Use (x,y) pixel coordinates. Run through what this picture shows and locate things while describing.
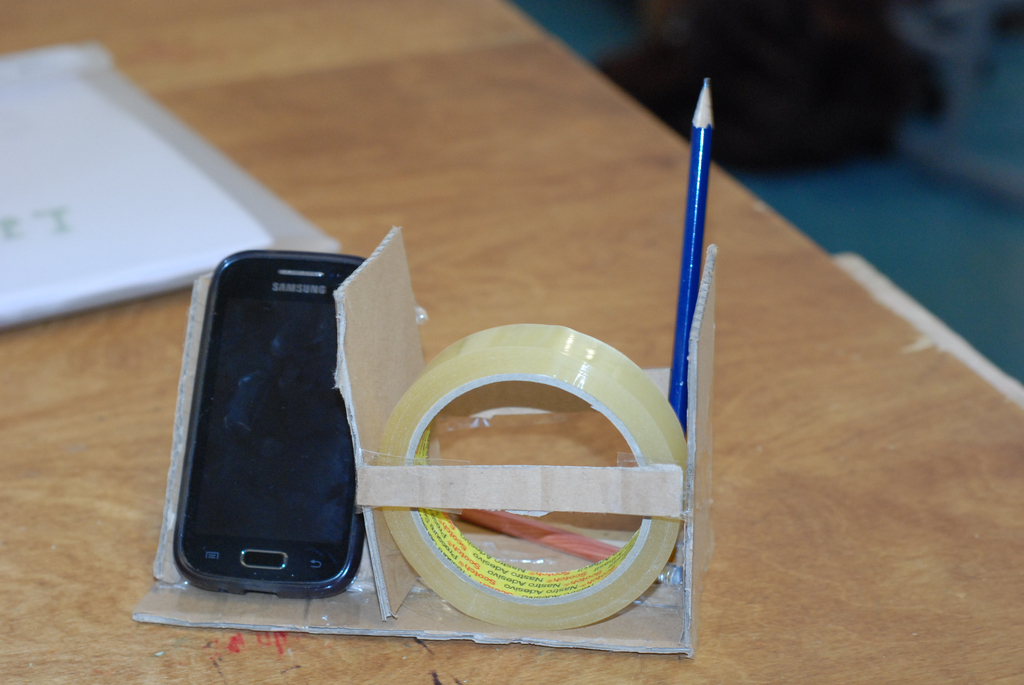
Right side (1011,278) portion of the picture is blur. In this picture on a wooden platform (108,356) we can see a file (87,264), in a holder (706,490) we can see a mobile (296,369), tape (661,409) and pencils (477,523). This is a handmade cardboard holder (419,500).
